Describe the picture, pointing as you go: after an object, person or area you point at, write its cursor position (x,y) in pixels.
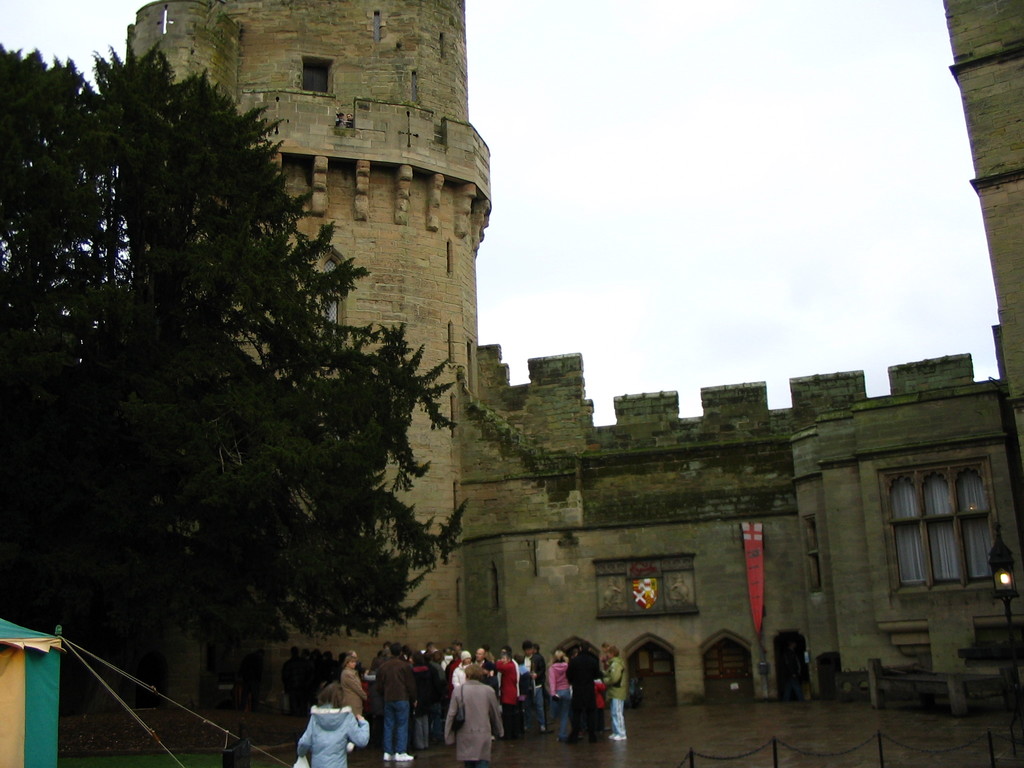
In this image we can see many people (376,680). On the left side (150,543) there is a tree (51,349). Also we can see a tent (43,663) with ropes (111,688). In the back (359,322) there is a fort (702,444) with windows (962,535). In the background (607,154) there is sky (587,255).
